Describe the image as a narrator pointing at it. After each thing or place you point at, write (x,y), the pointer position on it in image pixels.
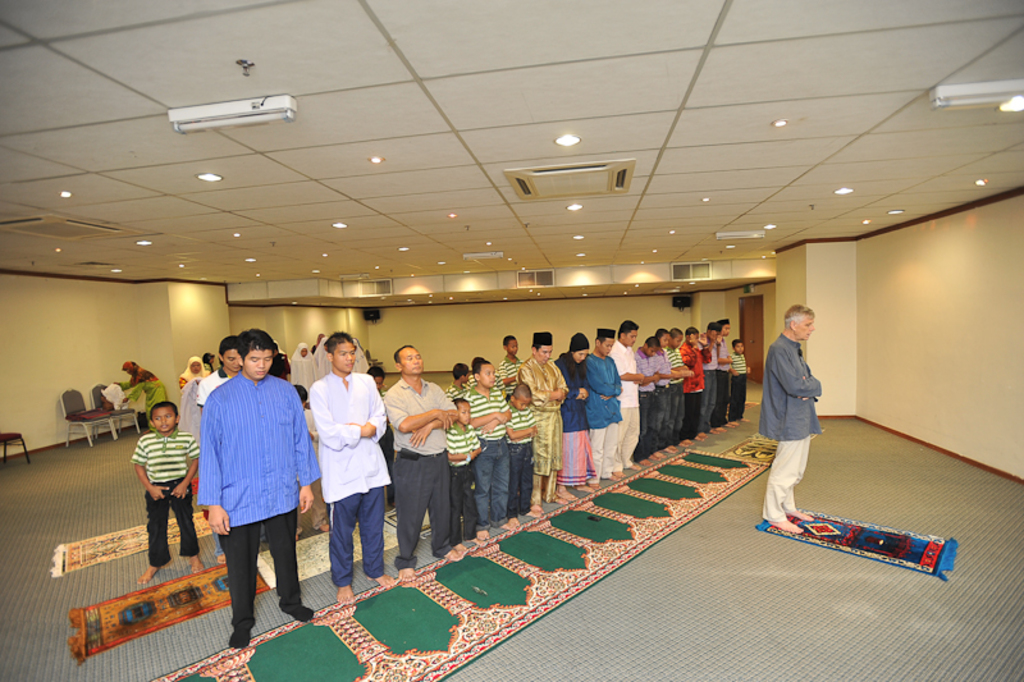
There are people (563,471) offering namaz as we can see in the middle of this image (627,341), and there is a wall (437,333) in the background (524,326). We can see lights (582,239) attached to the roof (413,199).
